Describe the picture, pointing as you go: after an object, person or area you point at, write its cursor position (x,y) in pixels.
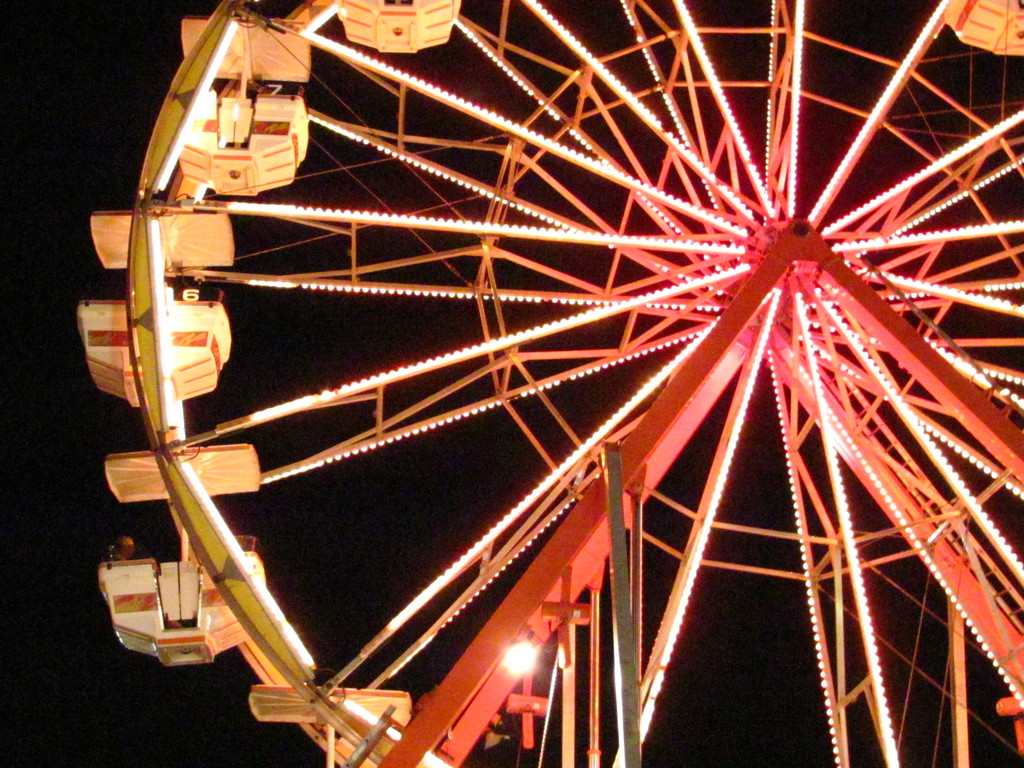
In the foreground (641,269) I can see a wheel (561,487), metal rods (733,299) and lights (310,216). In the background (353,422) I can see the sky (78,465). This image is taken may be during night.
